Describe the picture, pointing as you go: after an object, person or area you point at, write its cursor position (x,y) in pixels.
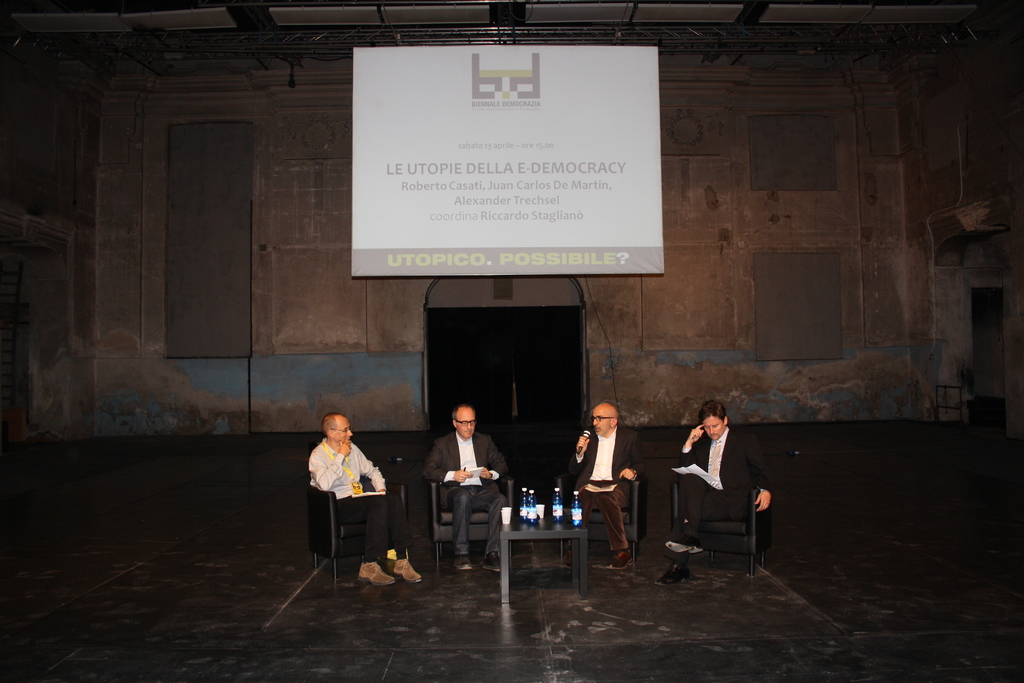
There are four persons (577,459) sitting in chairs (675,497) where one among them (604,444) is speaking in mic (591,438) in front of him and there is a table (557,532) in front of them which has water bottles (576,505) and glasses (542,506) on it and there is a projector (506,211) which display a image (535,172) on it behind them.
